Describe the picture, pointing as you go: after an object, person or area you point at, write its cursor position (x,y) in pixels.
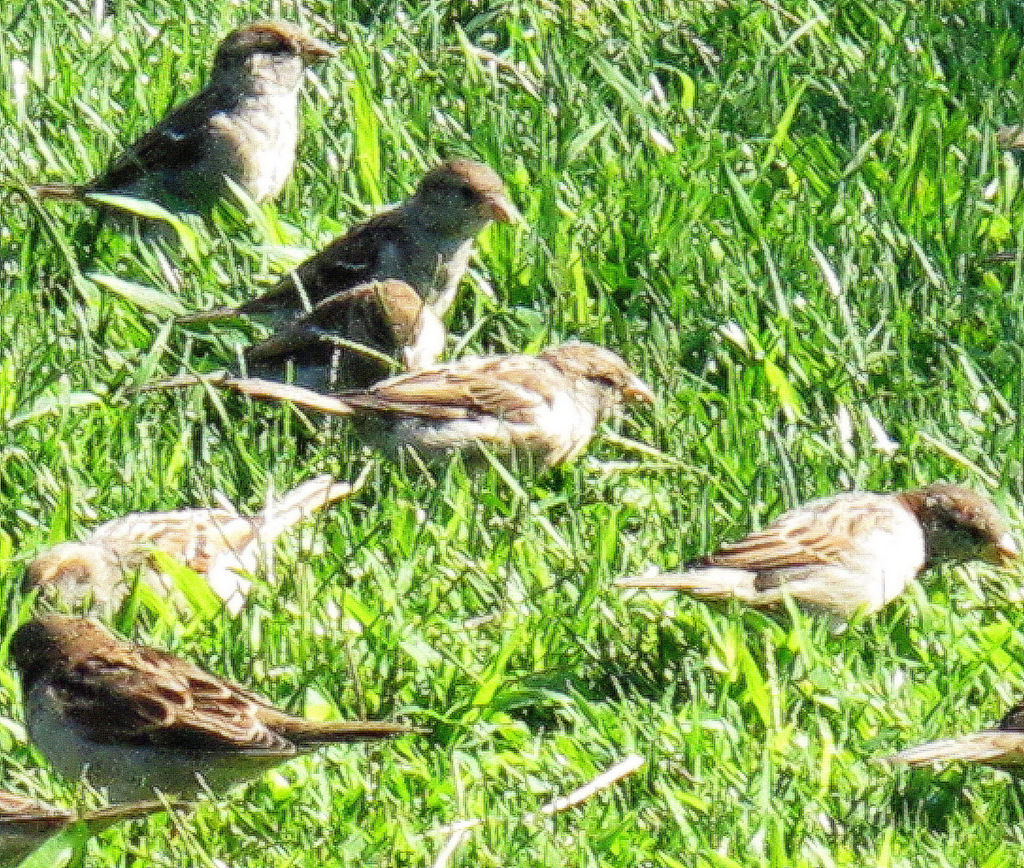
In this picture we can see few birds (567,413) on the grass (346,146).
